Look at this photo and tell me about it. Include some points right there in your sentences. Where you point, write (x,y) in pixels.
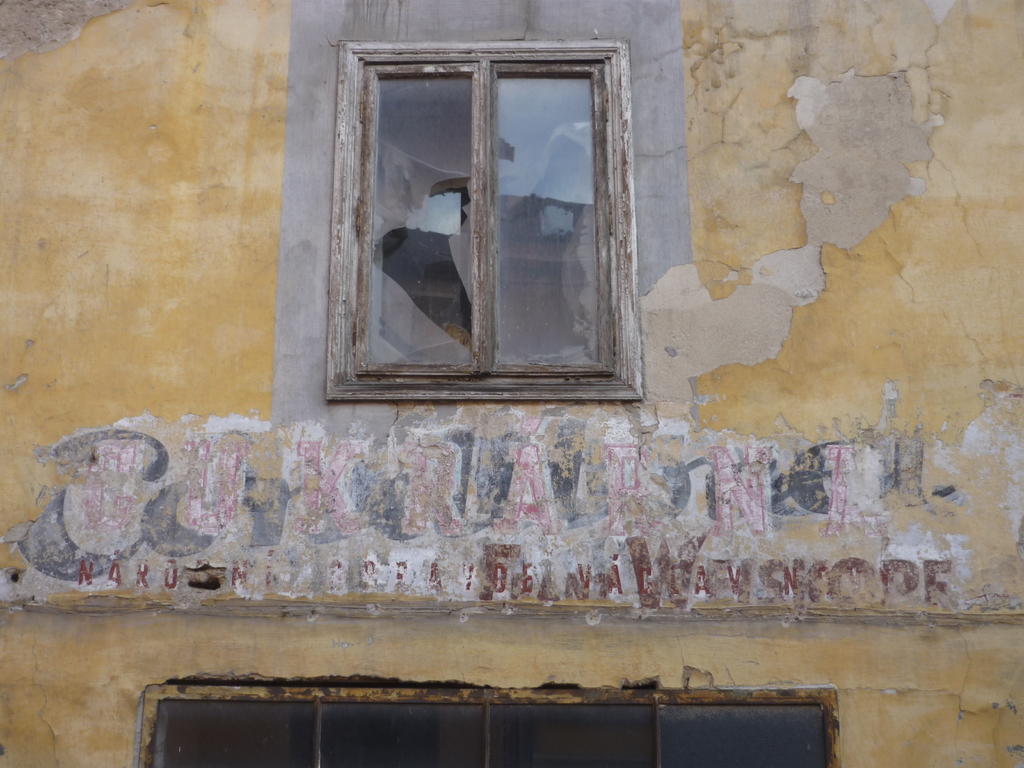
In the center of this picture (511,477) we can see the window (453,255) and the text (701,550) on the wall (880,168) of a building (366,573). In the foreground (628,727) we can see some other objects (322,720).
